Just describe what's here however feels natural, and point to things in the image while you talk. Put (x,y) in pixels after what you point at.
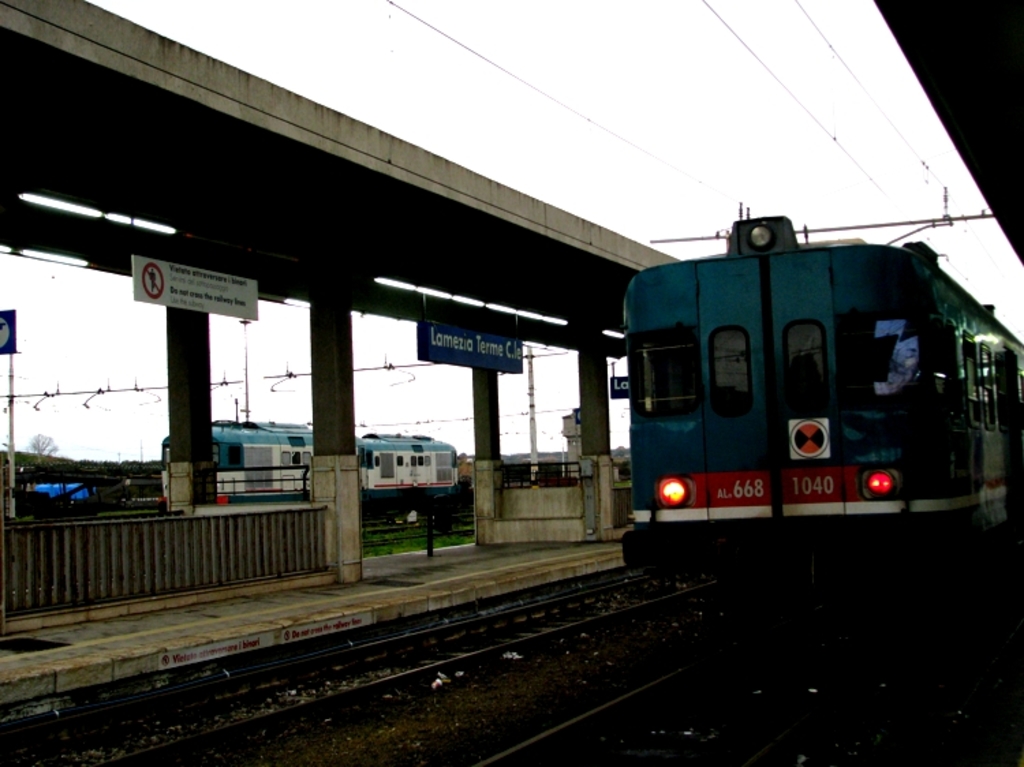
On the right side (902,294), there is a train (913,336) on a railway track (832,762). Above this train (916,303), there are electric lines (628,144) and a roof (992,153). On the left side (84,743), there is a railway track (567,607). Beside this railway track (287,686), there is a platform (373,593) having hoardings (150,292), a roof (604,344) and pillars (487,453). In the background (425,478), there is another train (291,453), poles (11,439), trees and there are clouds (589,171) in the sky (352,87).
